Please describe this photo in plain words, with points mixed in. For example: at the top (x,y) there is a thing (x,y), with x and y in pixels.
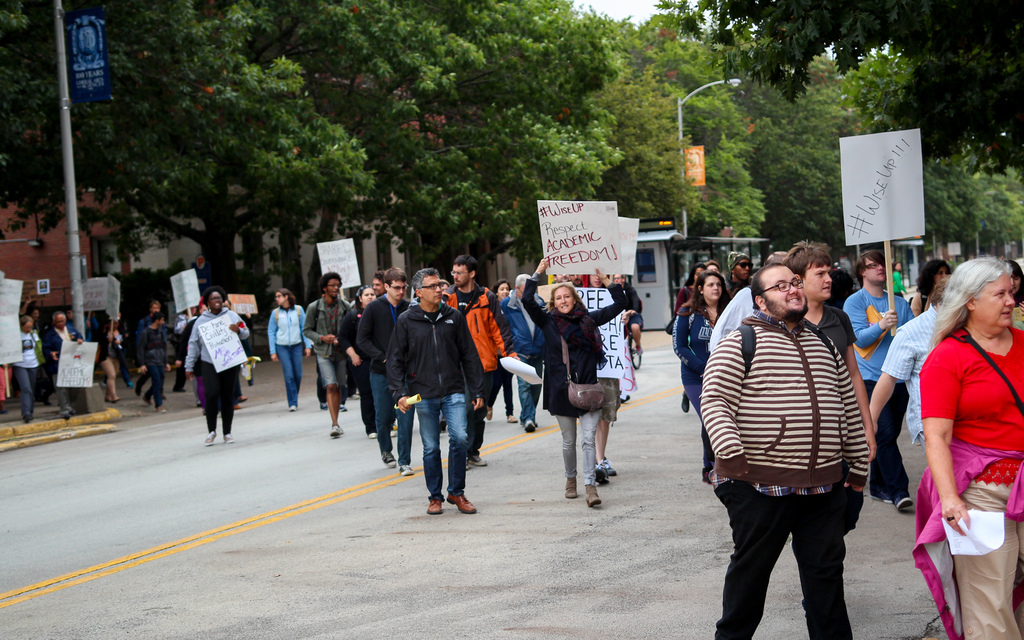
In this picture there are group of persons (704,360) standing where few among them are holding a white sheet (585,242) which has something written on it and there are trees (830,99), poles (680,137) and a building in the background (547,174).
